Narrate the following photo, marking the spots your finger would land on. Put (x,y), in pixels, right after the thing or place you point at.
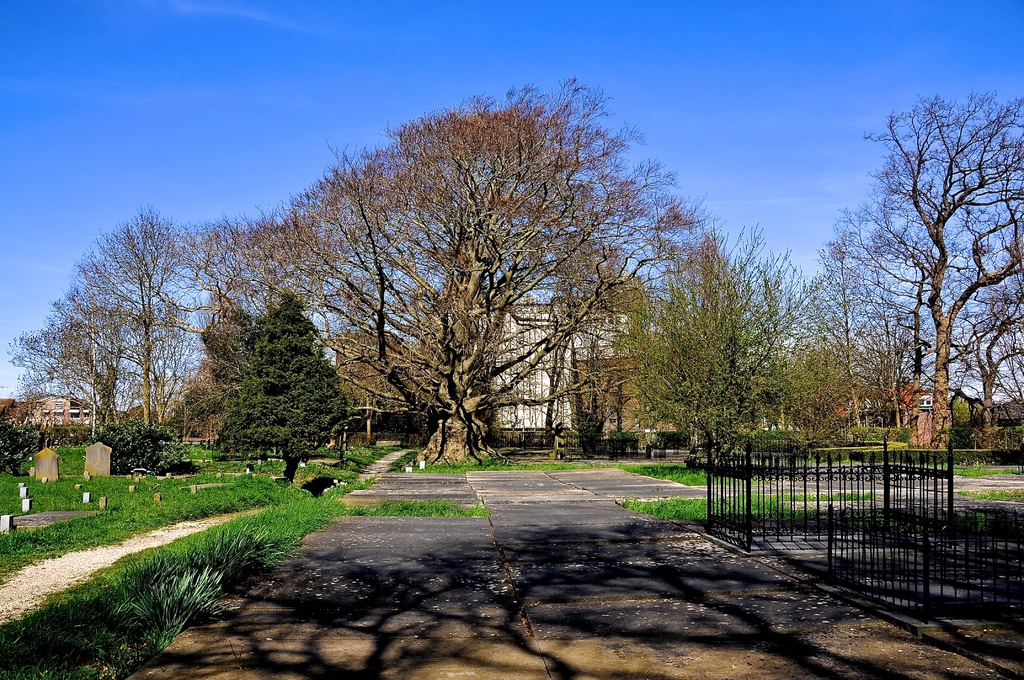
This is an outside view. At the bottom (553,552), I can see the ground (499,646). On the left side (133,527), I can see the grass (204,541). On the right side (903,502) there is a railing (747,504). In the background (734,400) there are many trees (278,403) and buildings (84,412). At the top of the image (507,61) I can see the sky (527,48) in blue color.
